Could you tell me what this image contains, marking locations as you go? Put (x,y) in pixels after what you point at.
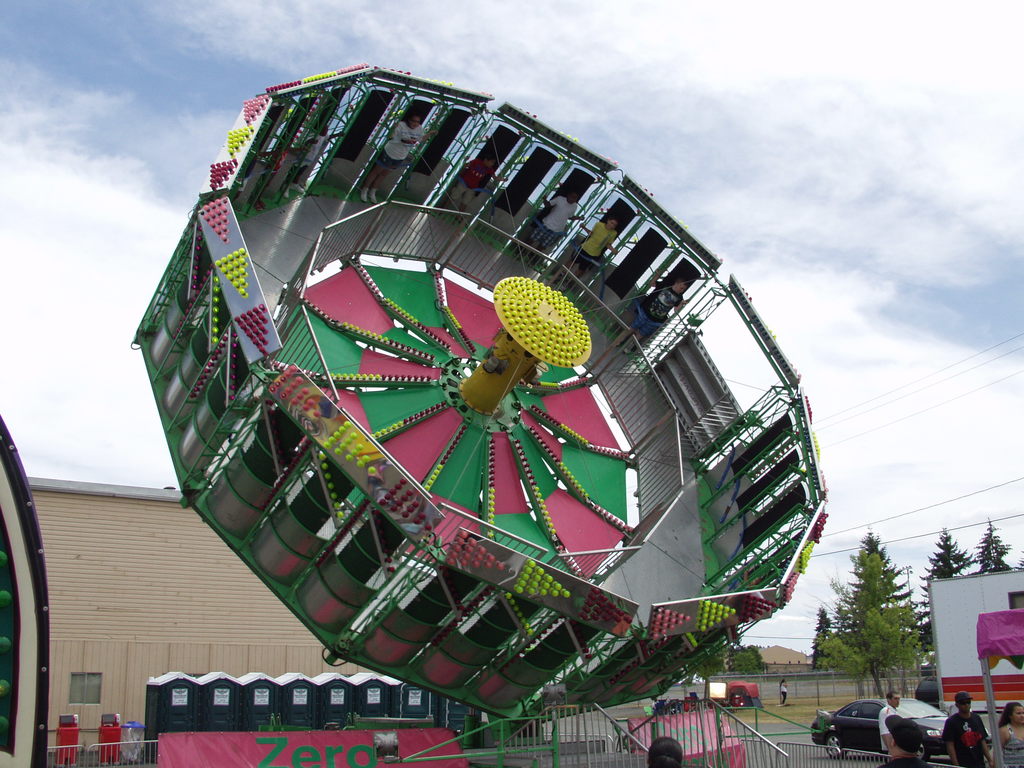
In this image in the center (675,433) there is one giant wheel (369,486) and at the bottom (293,712) there are some vehicles (877,741) and some persons (951,738), railing (733,724) and some objects (200,724). In the background (945,548) there are some buildings (128,656), trees (872,576), wires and at the top of the image (790,125) there is sky (129,258).
